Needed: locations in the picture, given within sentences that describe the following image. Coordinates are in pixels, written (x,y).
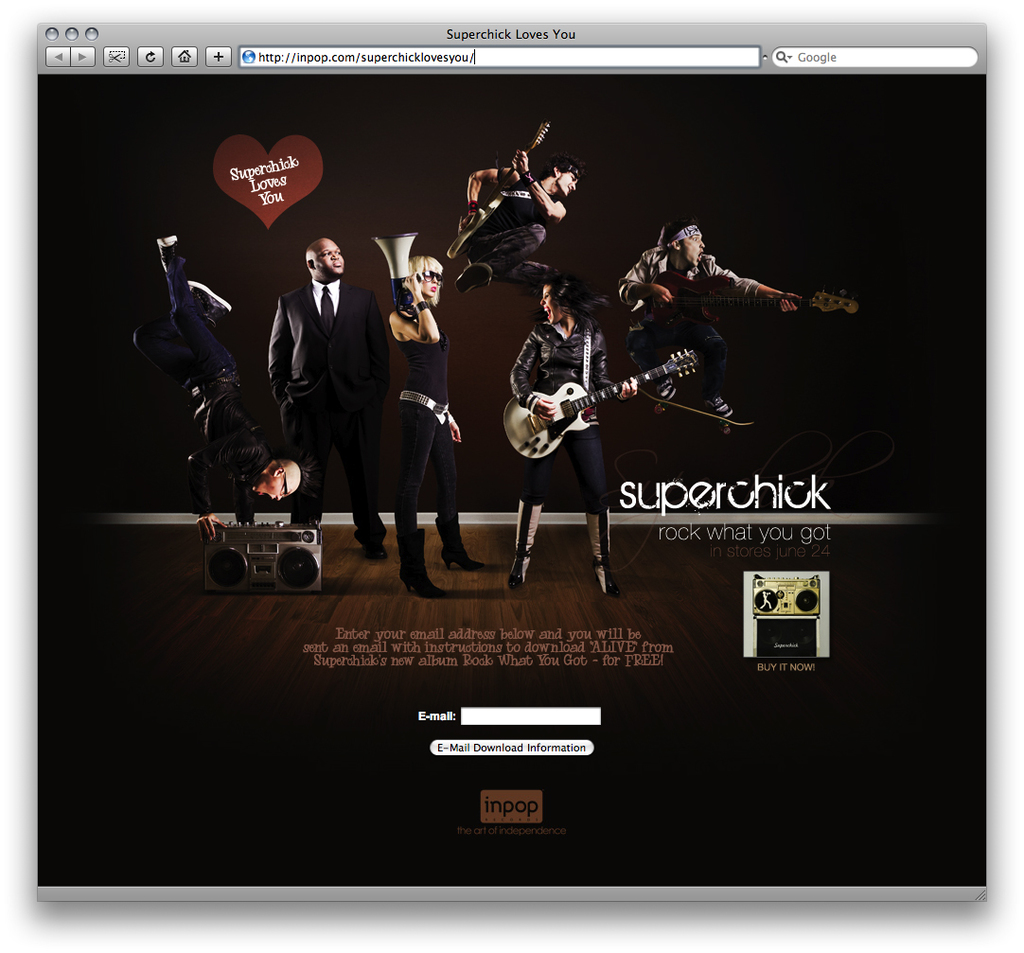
In the picture we can see a login page (248,783) with an image (677,557) of some people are playing the musical instruments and beside it we can see the name super chick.
